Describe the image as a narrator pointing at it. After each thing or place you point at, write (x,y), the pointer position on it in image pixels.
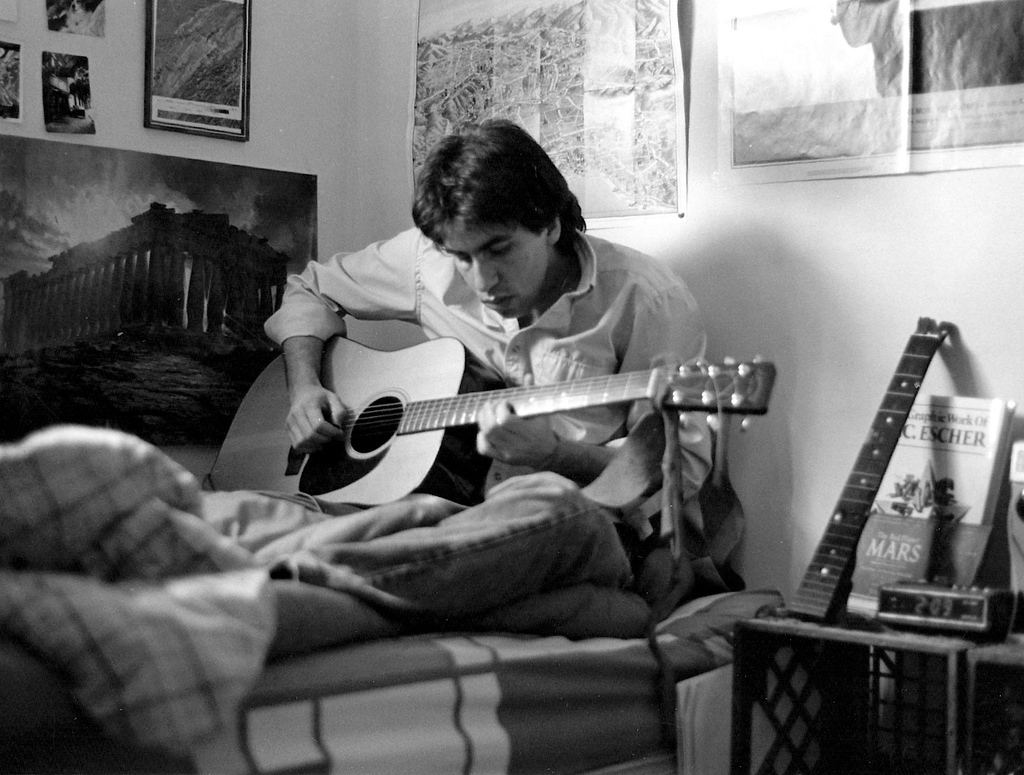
In this image, there is a man (627,307) sitting on the bed (448,771) and he is holding a music instrument (462,412) which is in white color, In the right side (906,633) there is a table (953,646) on that there is a black color object (821,575), In the background (934,208) there is a white color wall (381,96) and there are some posters (528,115) pasted on the wall (692,51).
